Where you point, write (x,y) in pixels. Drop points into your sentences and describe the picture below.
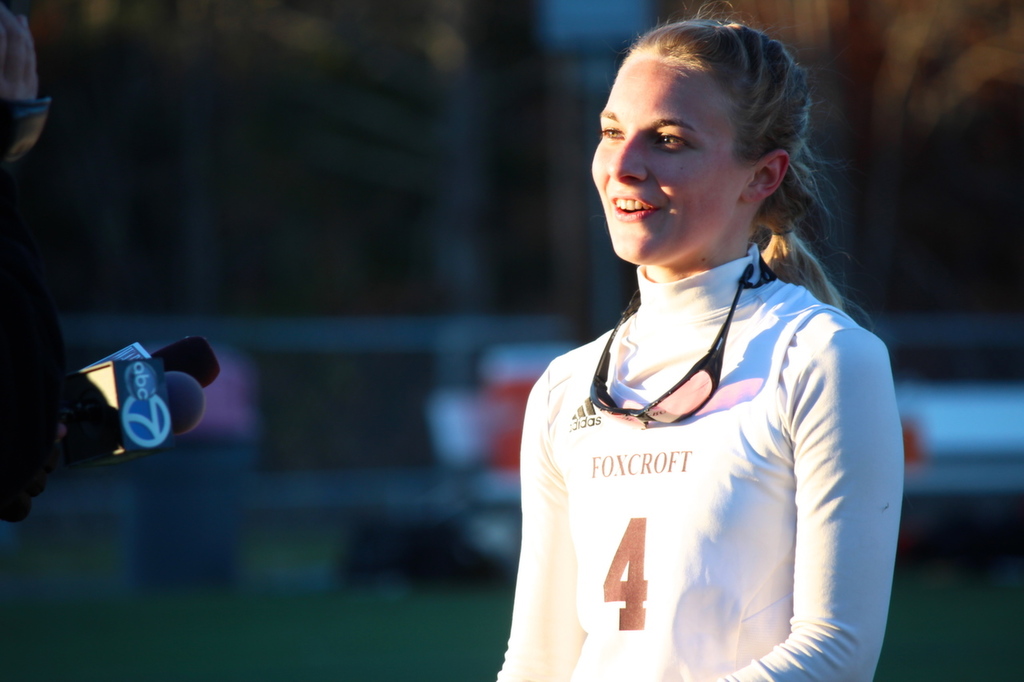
In this image I can see the person (618,462) wearing the white color dress (712,483). In-front of the person (718,509) I can see the mics (164,370). And there is a blurred background (222,384).
